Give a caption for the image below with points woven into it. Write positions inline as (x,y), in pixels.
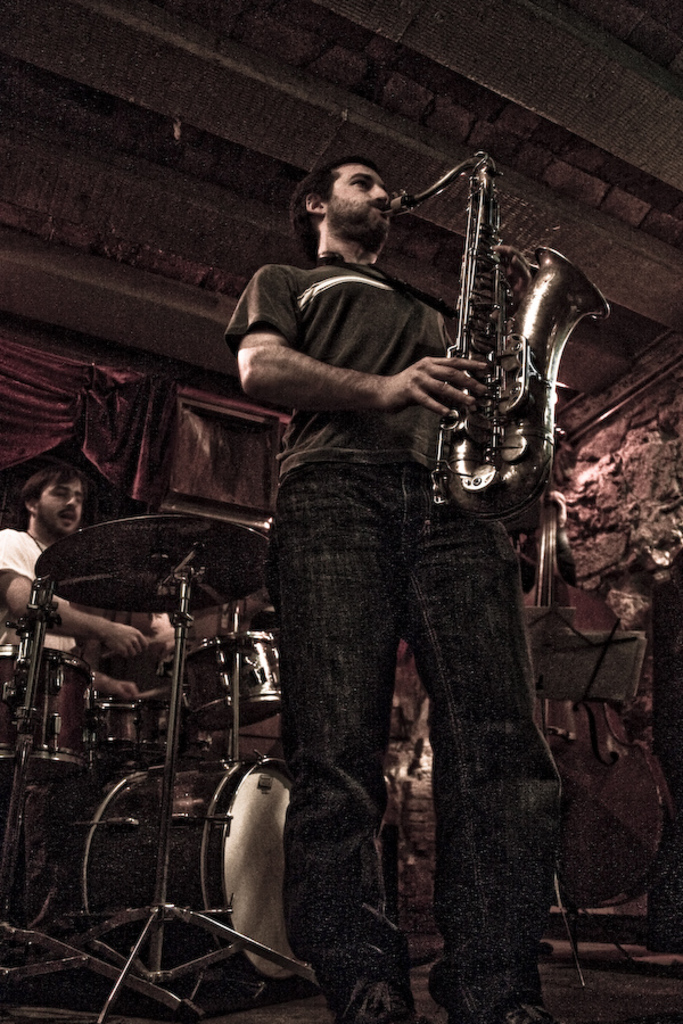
A man (318,381) with t-shirt (352,359) and pant (349,475) is standing. He is playing a saxophone (505,304). Behind him there is another man (33,554) with white t-shirt (27,564). He is playing drums (181,657). At the back of them there is a curtain (67,381).
